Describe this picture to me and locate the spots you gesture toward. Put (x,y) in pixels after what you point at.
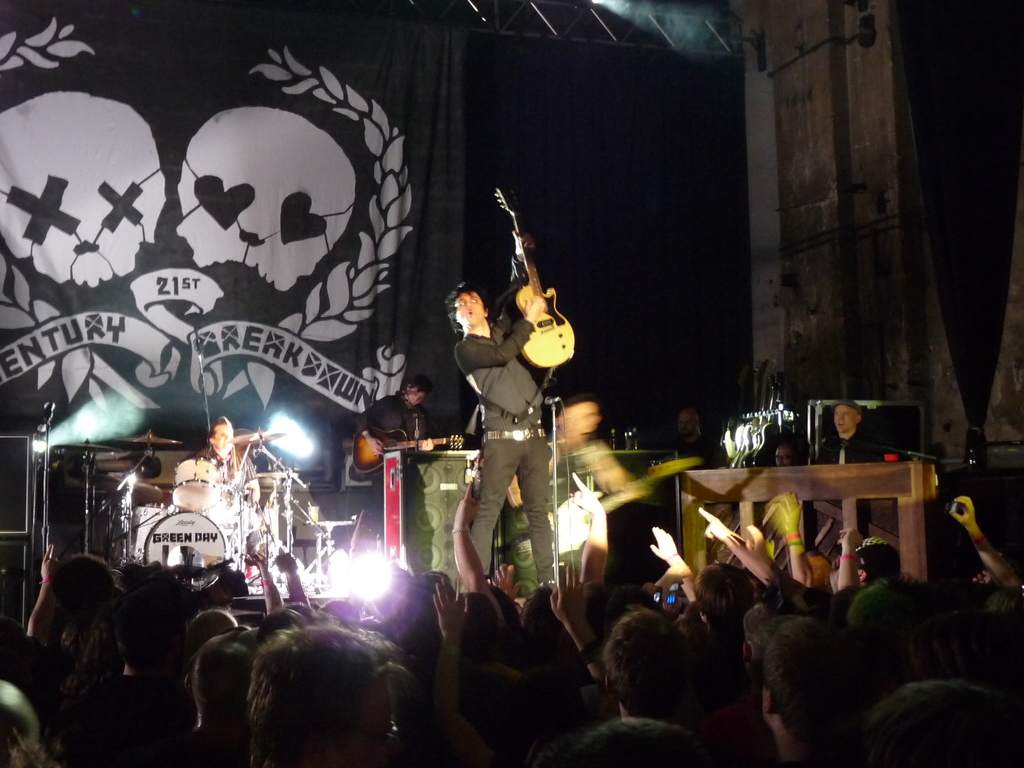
In this image there are group of people (525,459) standing and playing guitar (544,349) and few of them are sitting and playing musical instruments (761,493). The background curtain (745,344) is black in color. At the bottom (884,588) there are group of people (597,573) standing. In the middle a focus lights (344,559) are visible. This image is taken in a concert during night time.
